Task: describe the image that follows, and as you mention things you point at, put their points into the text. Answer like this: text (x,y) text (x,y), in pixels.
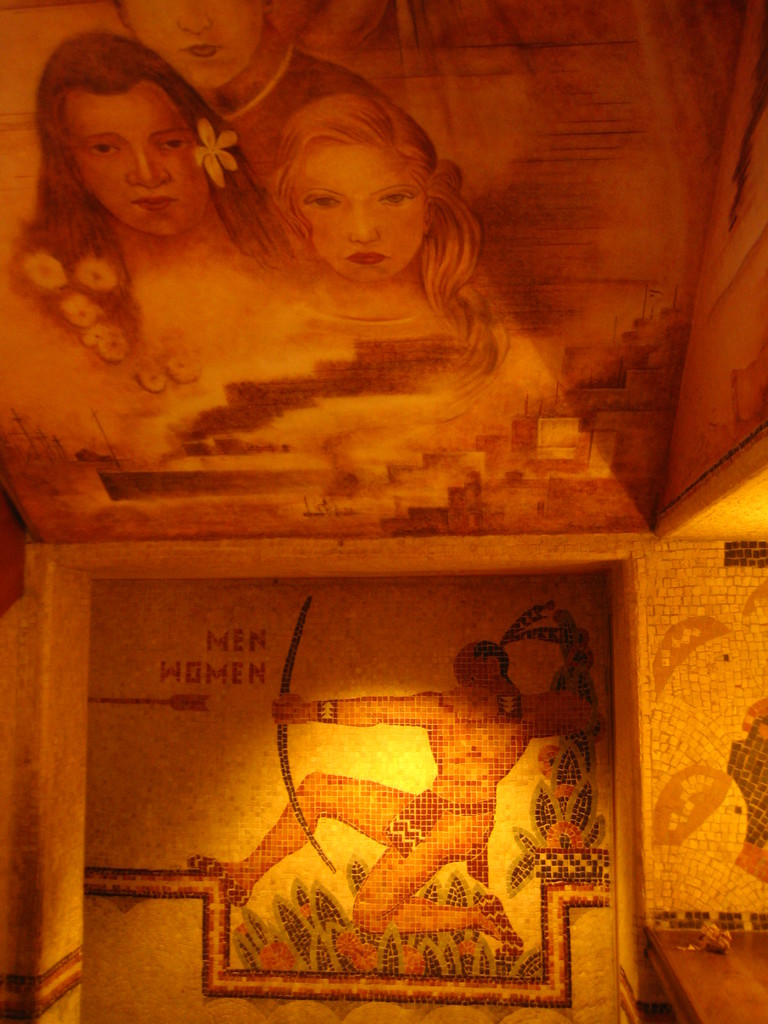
In this picture we can see an object (713,947) on a wooden shelf (687,947). There is an art (291,646) visible throughout the image. We can see a few people (360,267) and a text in this art (673,462).
